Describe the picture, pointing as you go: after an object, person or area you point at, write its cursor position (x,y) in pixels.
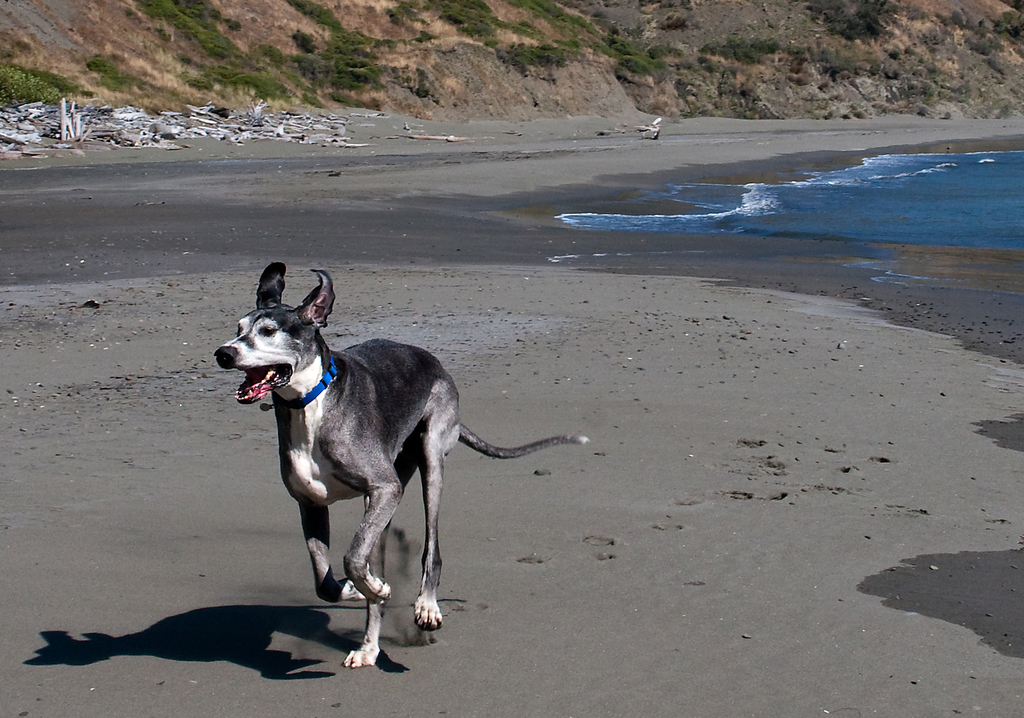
In this image we can see a dog (303,442) running on the ground (581,389), there are plants (283,103), mountains (171,103), also we can see the water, and the dirt (300,152).
